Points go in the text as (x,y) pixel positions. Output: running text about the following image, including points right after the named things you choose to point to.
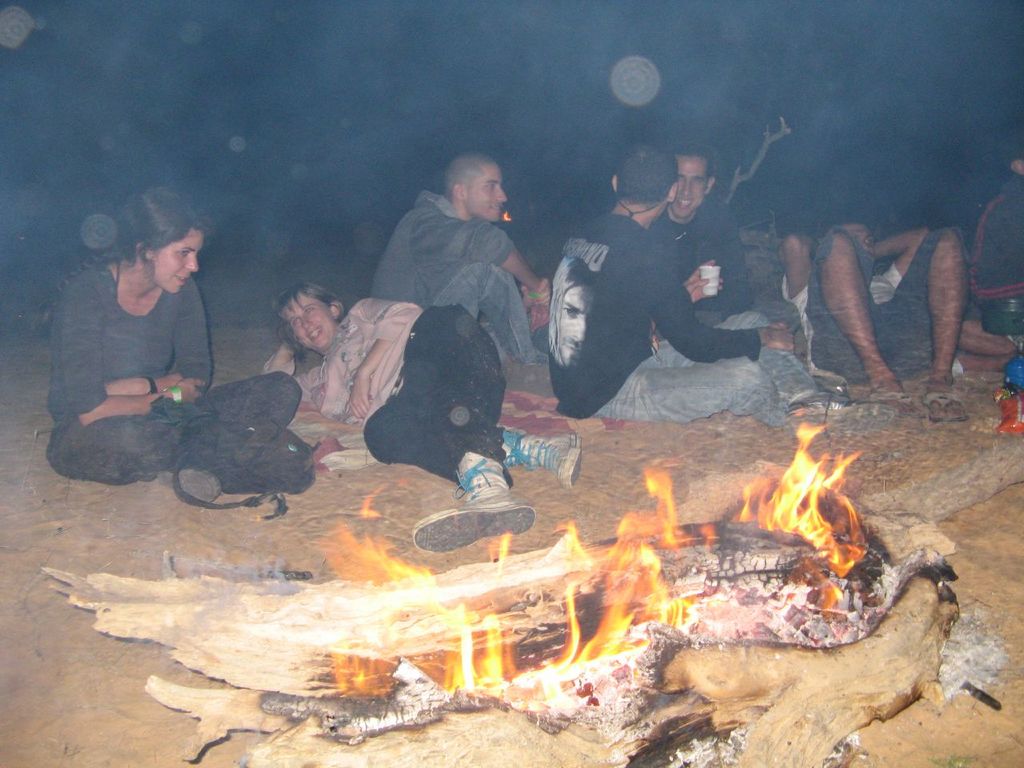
In this image there are a few people (397,290) lying and sitting on the surface (935,427), in front of them there are some objects (1017,383) and a burning wooden log (629,543). Behind them there is a branch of a tree (759,165).
